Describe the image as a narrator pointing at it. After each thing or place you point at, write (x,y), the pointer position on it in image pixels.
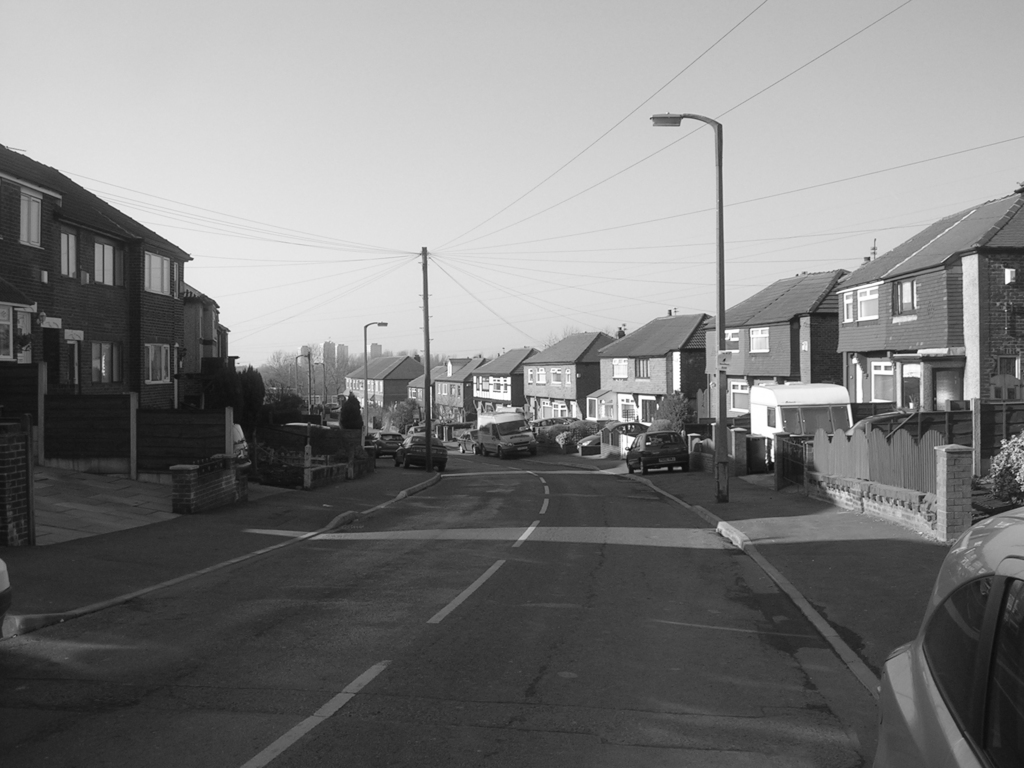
In the middle of the picture (611,419) we can see houses (381,391), street light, pole (429,407), cables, cars (653,445), plants (241,393), trees (219,401) and buildings (501,366). In the foreground (338,579) we can see cars (1003,545) and road (518,629). At the top (393,73) there is sky (193,234).
